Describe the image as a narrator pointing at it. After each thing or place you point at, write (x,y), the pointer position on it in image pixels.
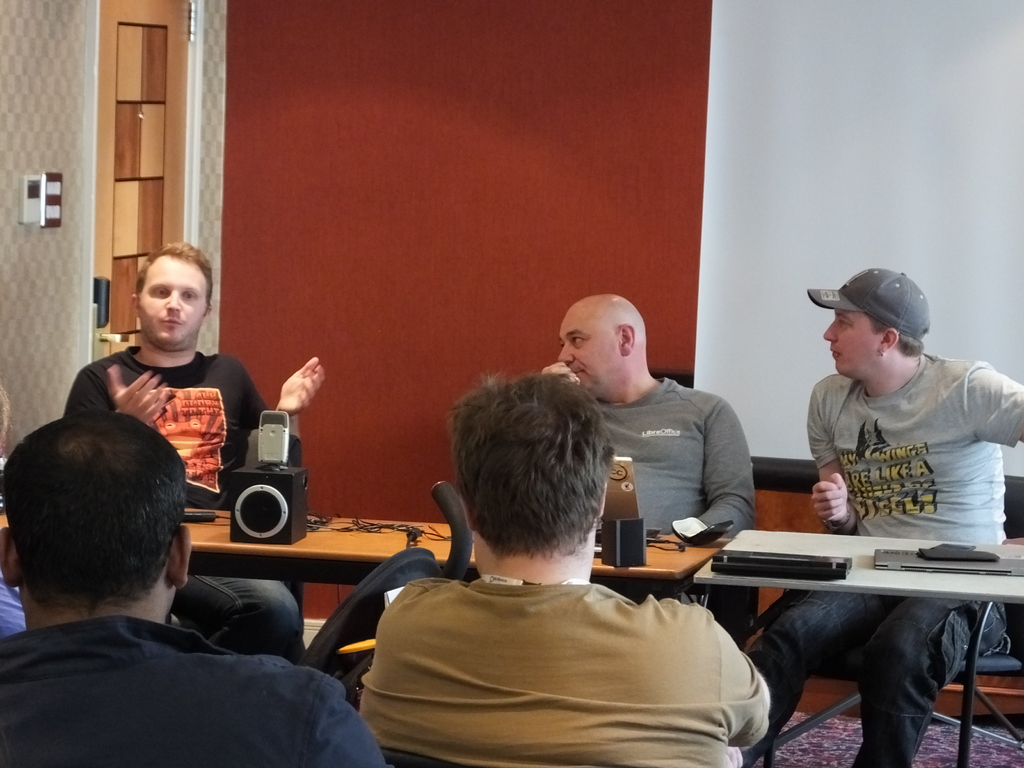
people (847,399) are seated around the table (651,566). on the table (323,565) there is a speaker (266,525), wires (376,523), laptop (965,563). the person (227,462) at the left is wearing a black and a orange t shirt (203,420) and speaking. everyone else (16,464) is listening to him. behind them there is a red and white wall (825,170). at the left (168,87) there is a door (120,246). the person (904,435) at the right (913,413) is wearing a grey cap (852,297).
